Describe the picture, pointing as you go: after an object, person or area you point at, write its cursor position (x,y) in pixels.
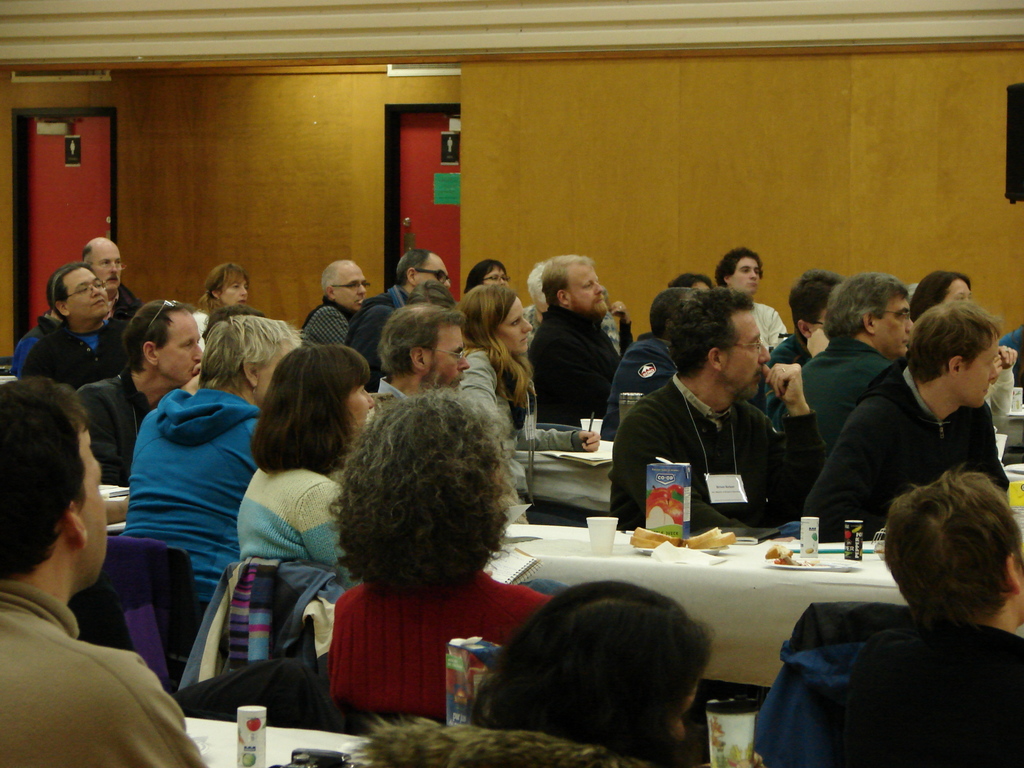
As we can see in the image there are group of people (594,325) sitting on chairs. There is a wall (152,247) and tables (203,747). On tables (572,496) there are plates (797,564), glasses (610,520) and books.
